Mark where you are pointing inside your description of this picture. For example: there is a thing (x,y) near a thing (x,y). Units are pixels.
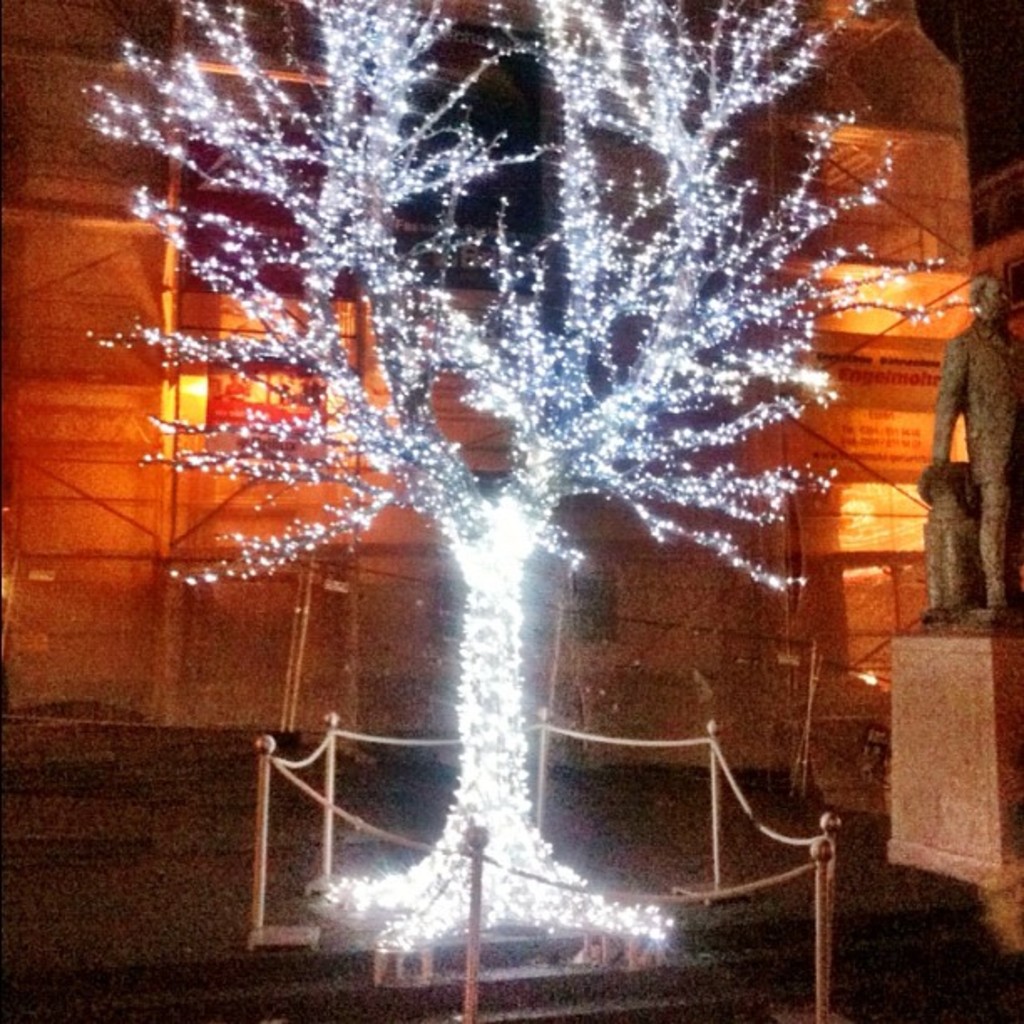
In this image I can see the tree (382,455) and the tree (468,719) is decorated with lights (487,715) and I can also see the statue (964,490). In the background (89,250) I can see the building (846,262) and few lights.
